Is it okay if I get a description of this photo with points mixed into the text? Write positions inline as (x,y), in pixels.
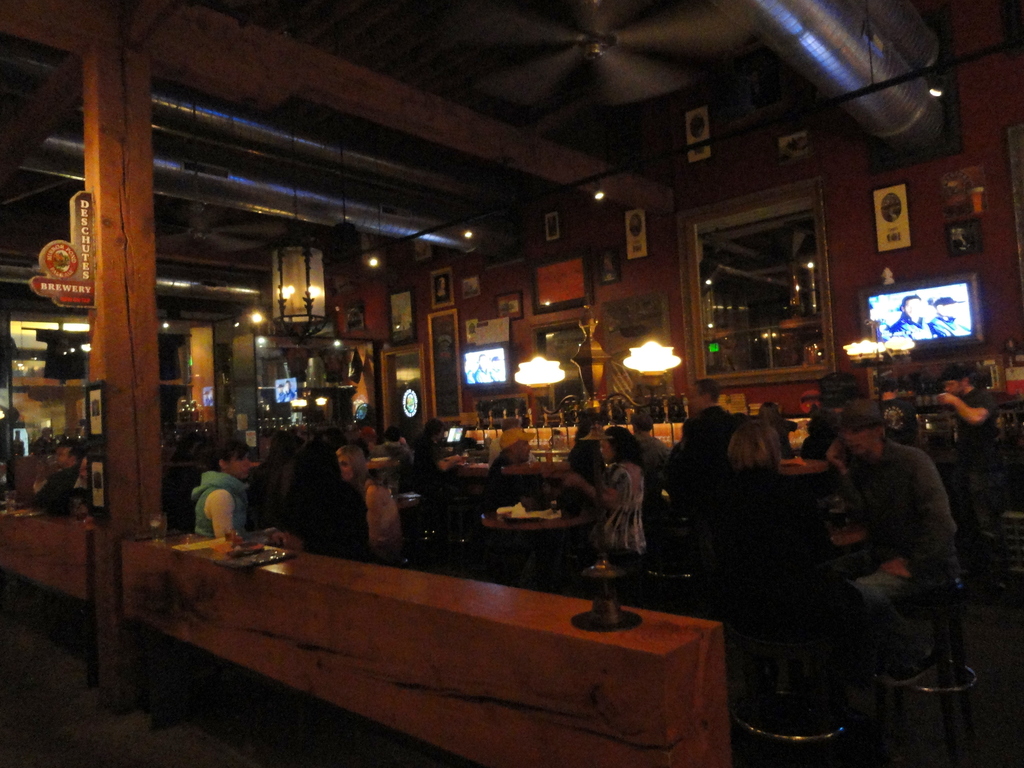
In the image I can see a place where we have some people (804,589) who are sitting around the tables (463,680) on which there are some things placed and also I can see some frames (548,270), screens (881,306) and some lamps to the roof (198,298).
